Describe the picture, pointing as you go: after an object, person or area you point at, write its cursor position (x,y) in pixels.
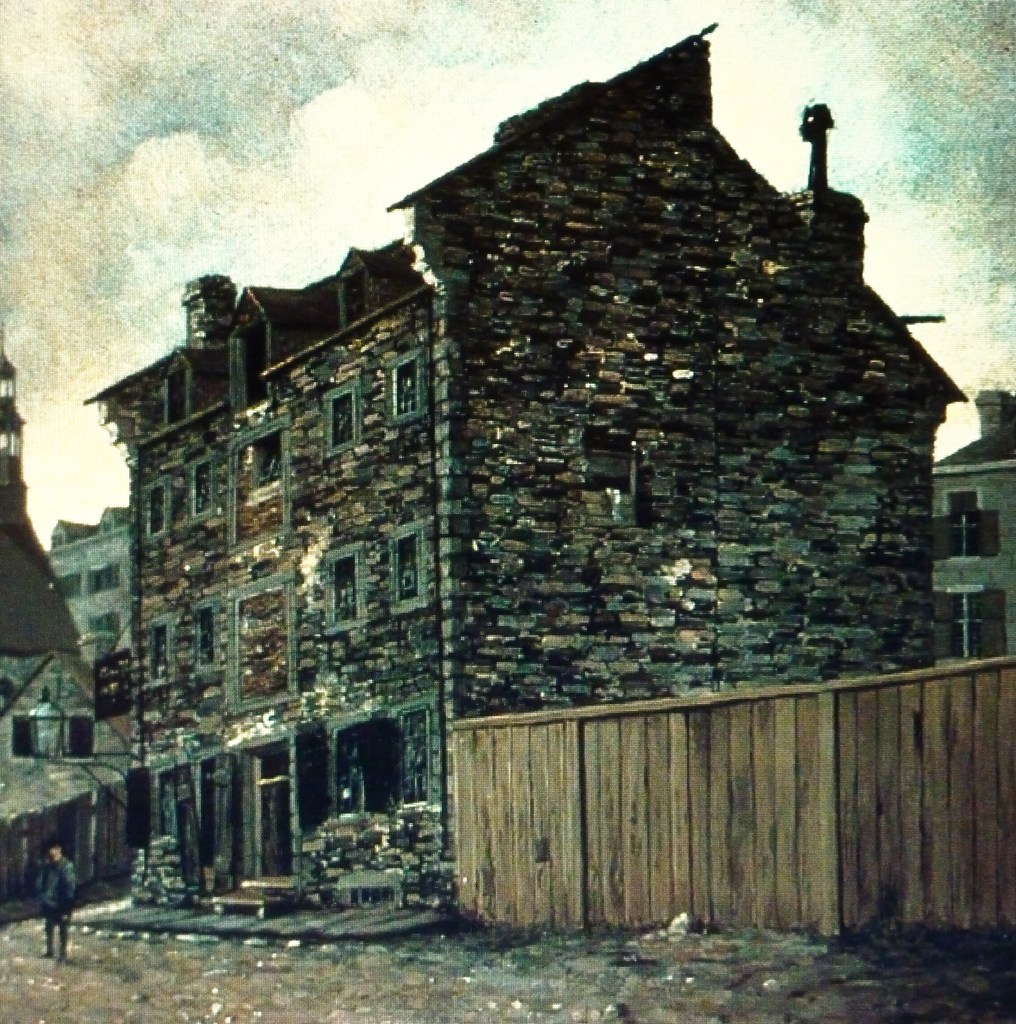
In this image, we can the painting of a building (600,415) and a fencing (875,903) and there is also a person (58,885).
